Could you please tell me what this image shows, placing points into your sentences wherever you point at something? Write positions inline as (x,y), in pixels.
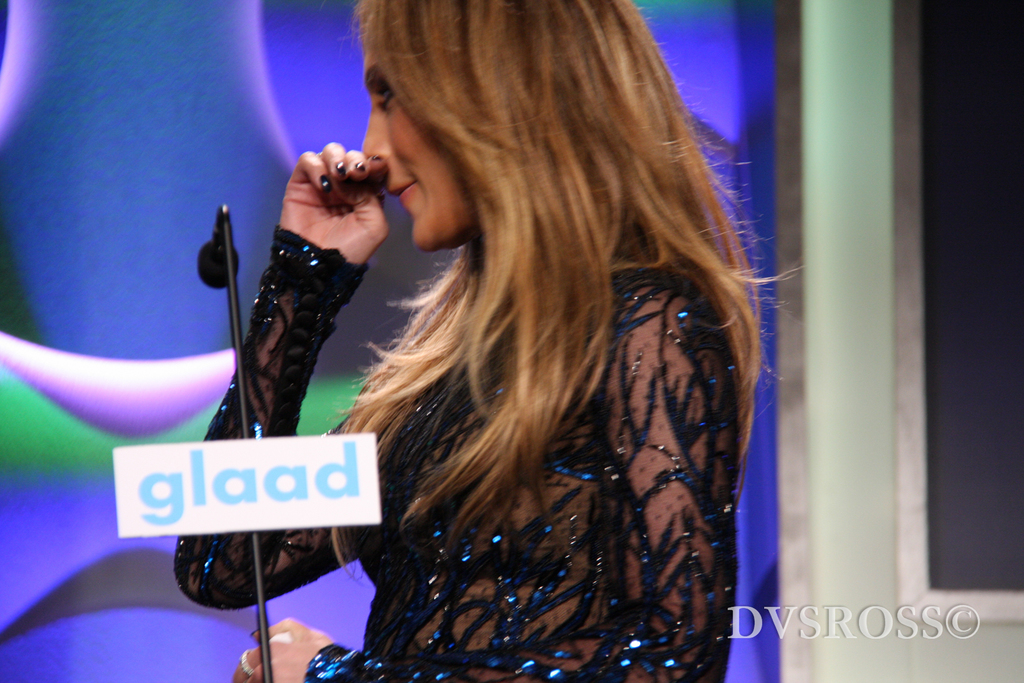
In the picture we can see a woman (312,682) standing in a side pose in a black dress (484,545) and she's keeping her hand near her nose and in front of her we can see a microphone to the stand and behind her we can see the screen (745,550) with blue color light designs (87,35) on it.
